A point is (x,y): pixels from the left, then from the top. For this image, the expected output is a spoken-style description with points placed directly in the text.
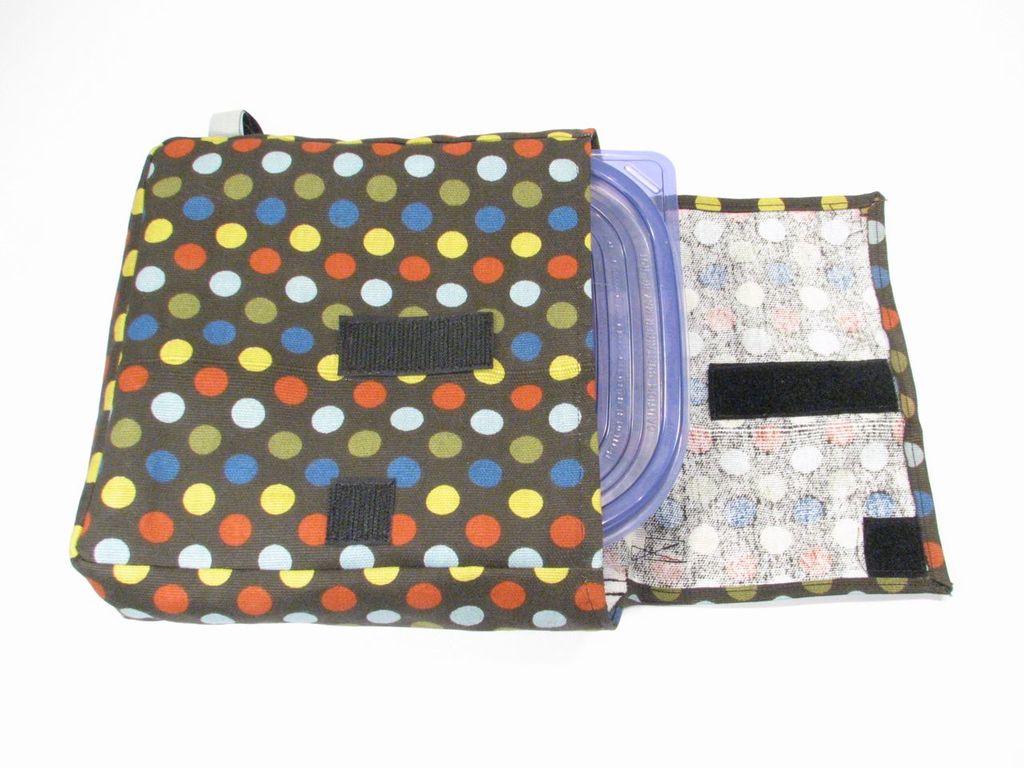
In this picture I can see the plastic object (634,343) in the bag (483,369).
